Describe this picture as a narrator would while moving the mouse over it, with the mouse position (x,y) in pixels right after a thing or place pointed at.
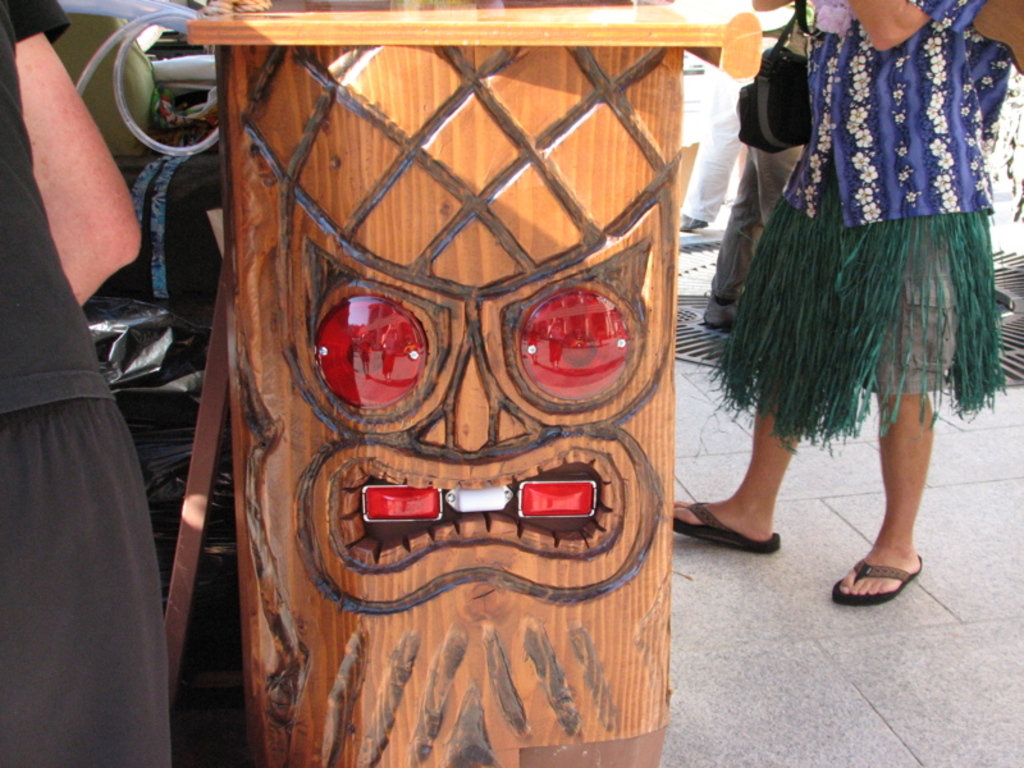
On a wooden log (400,196) there are some lights (551,485) fixed and around that there are some people (16,206) standing on the platform (1008,452).
